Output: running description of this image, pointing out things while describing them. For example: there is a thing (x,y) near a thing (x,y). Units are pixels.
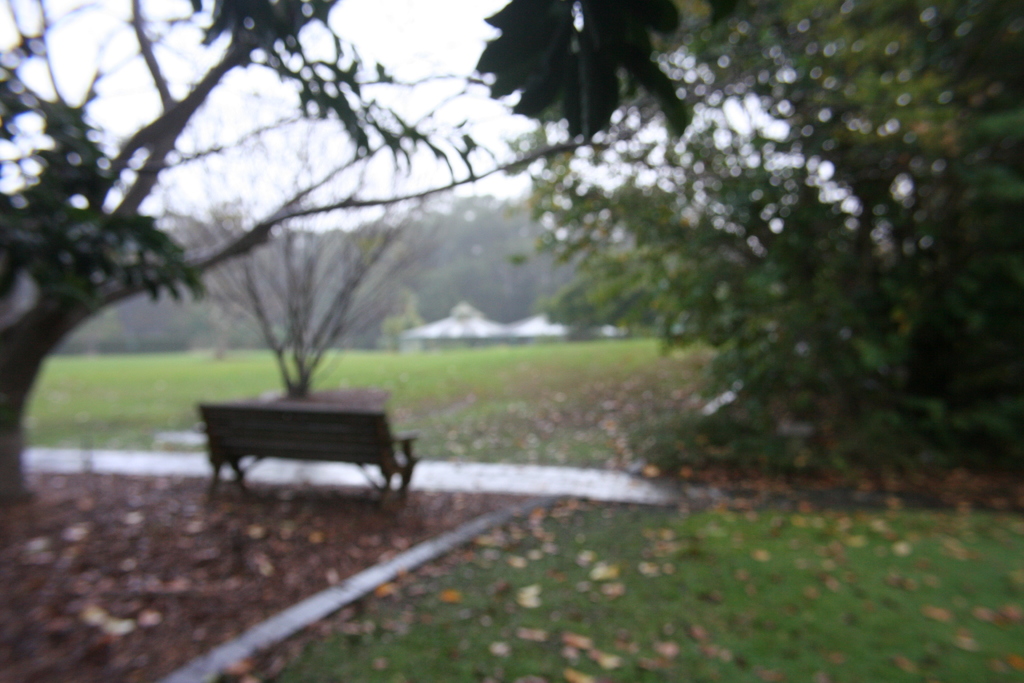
In this image, we can see the ground (703,658), a bench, some trees (873,240) and houses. We can also see some grass (481,399) and dried leaves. We can also see the sky (418,110).
